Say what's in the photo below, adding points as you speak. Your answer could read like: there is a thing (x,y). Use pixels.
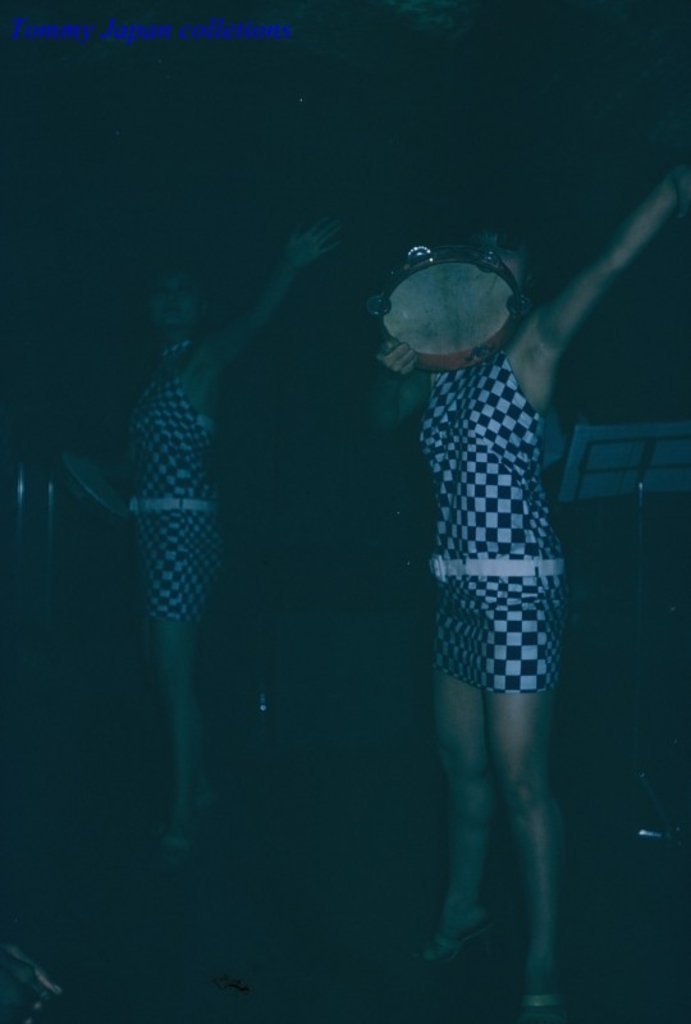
In this picture there are two women (515,499) standing and holding a musical instrument (415,365) in their hands (406,368) and there are some other objects (590,472) in the background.
